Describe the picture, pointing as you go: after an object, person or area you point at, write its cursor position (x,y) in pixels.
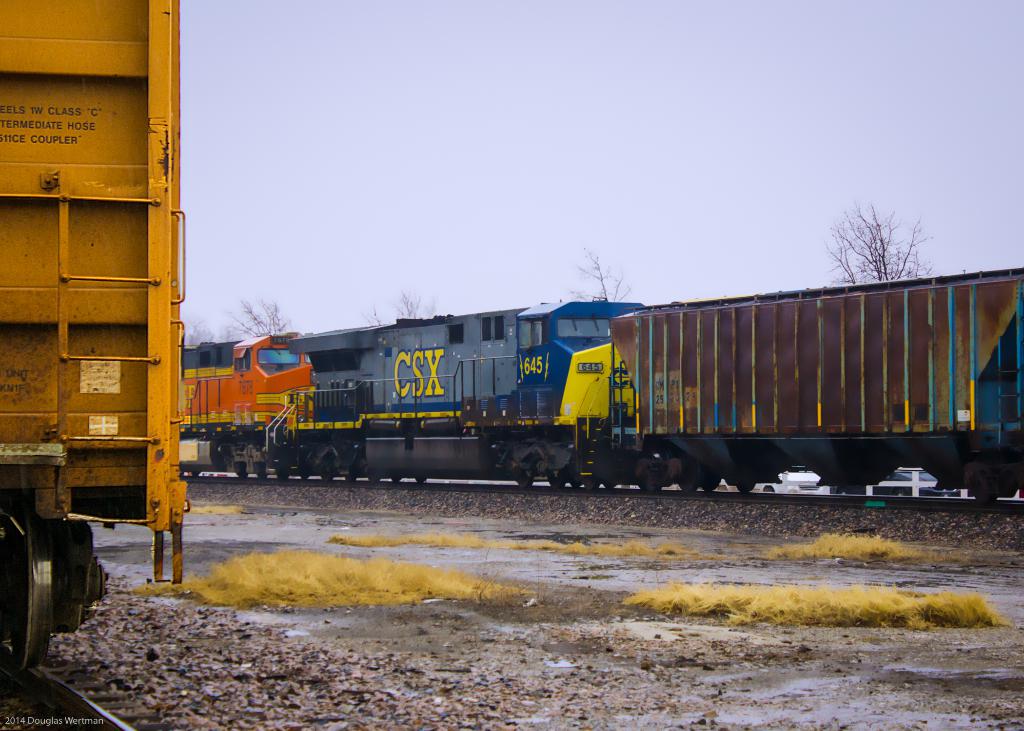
In this image there is a vehicle (32,511) on the left corner (32,511). There is ground (502,595) at the bottom (469,645). There is a train (735,316) and there are trees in the background (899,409). And there is sky (636,132) at the top (526,110).
